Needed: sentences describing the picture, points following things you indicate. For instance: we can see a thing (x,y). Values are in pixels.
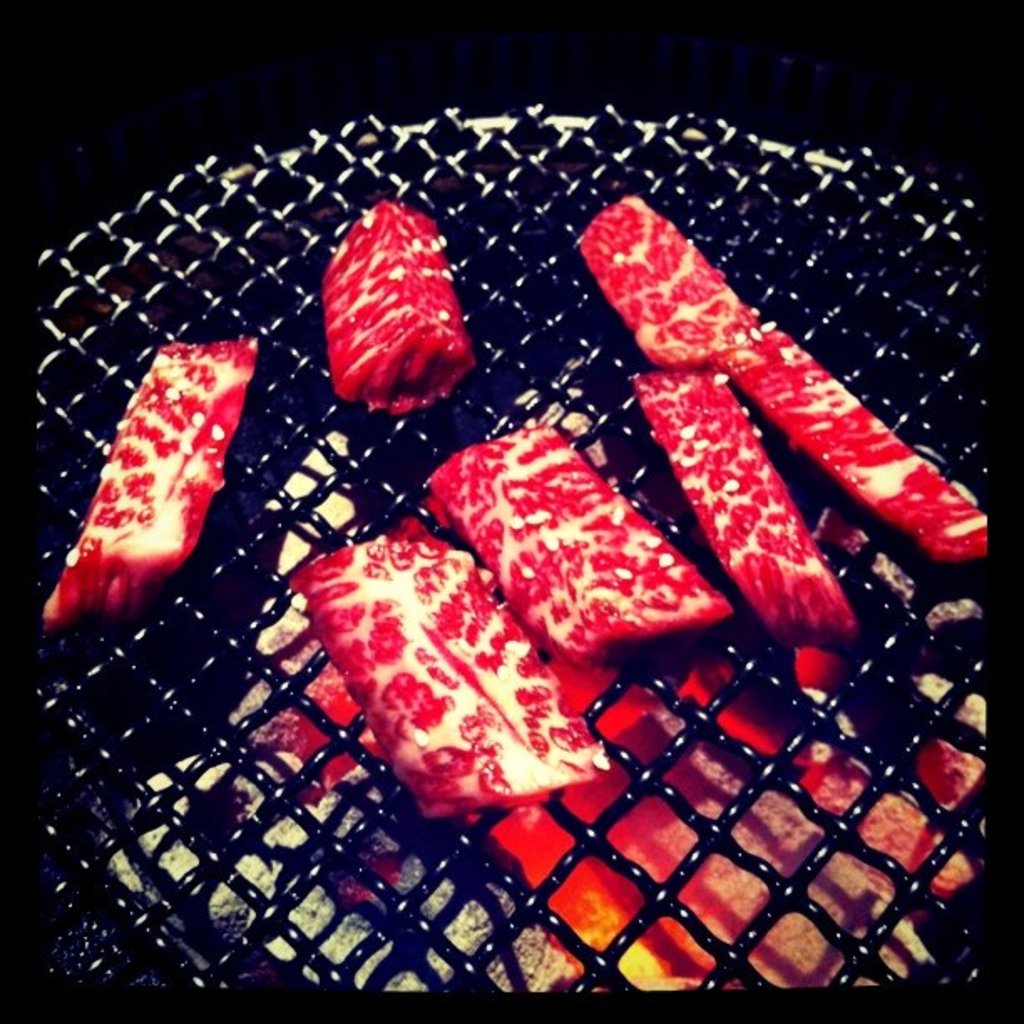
In this image we can see some raw pieces of meat (553,626) placed on the grill (602,832).
